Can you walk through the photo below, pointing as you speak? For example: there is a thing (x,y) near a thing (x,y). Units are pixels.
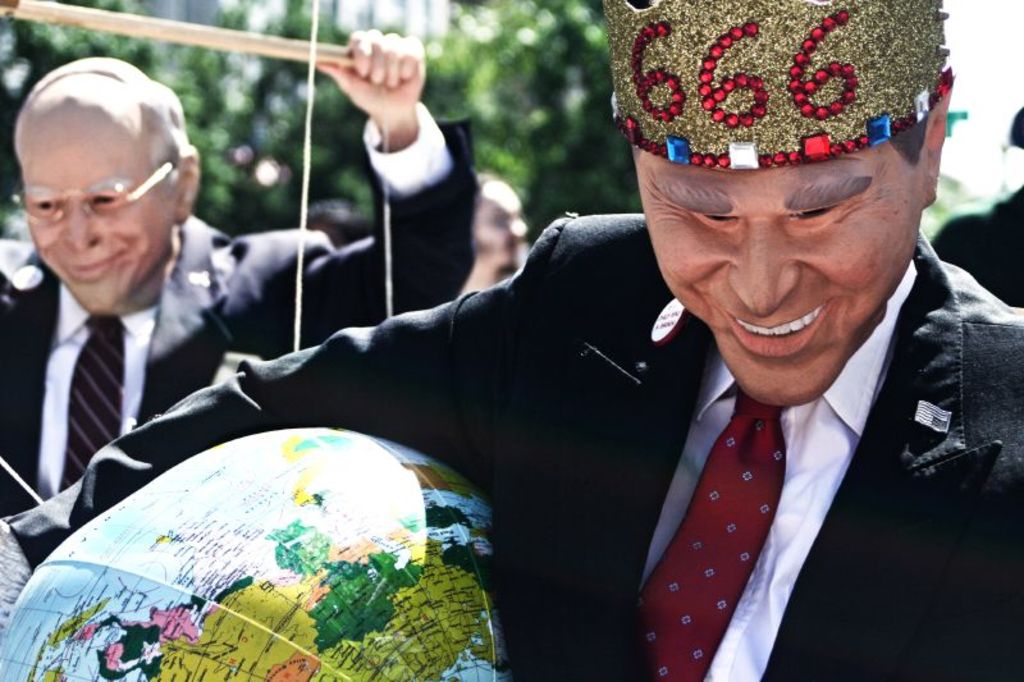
As we can see in the image in the front (383,203) there are few people (314,309) here and there wearing black color jackets (460,436). The person (771,329) standing over here is holding a globe (396,559). In the background (155,48) there are trees (237,89).
